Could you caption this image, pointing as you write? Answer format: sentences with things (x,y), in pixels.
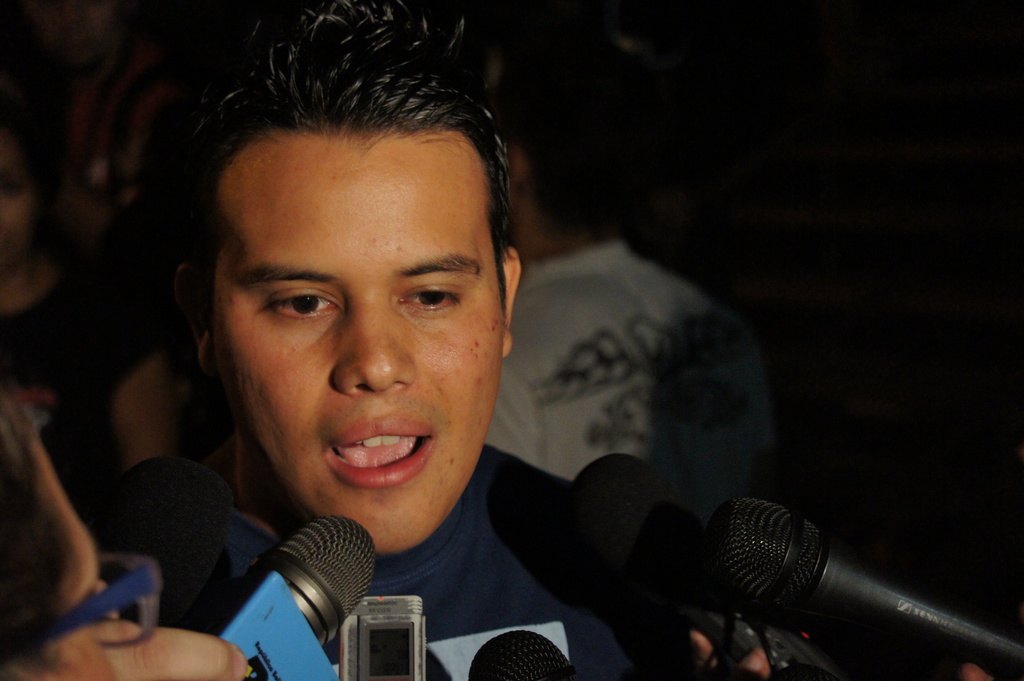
In this image there is a man (462,541) standing. In front of him there are many microphones (807,540). Behind him there a few people (612,276) standing. In the bottom left (9,528) there is a head (53,611) of a person (57,628). The person (47,571) is wearing spectacles (130,574). The background (812,167) is dark.
